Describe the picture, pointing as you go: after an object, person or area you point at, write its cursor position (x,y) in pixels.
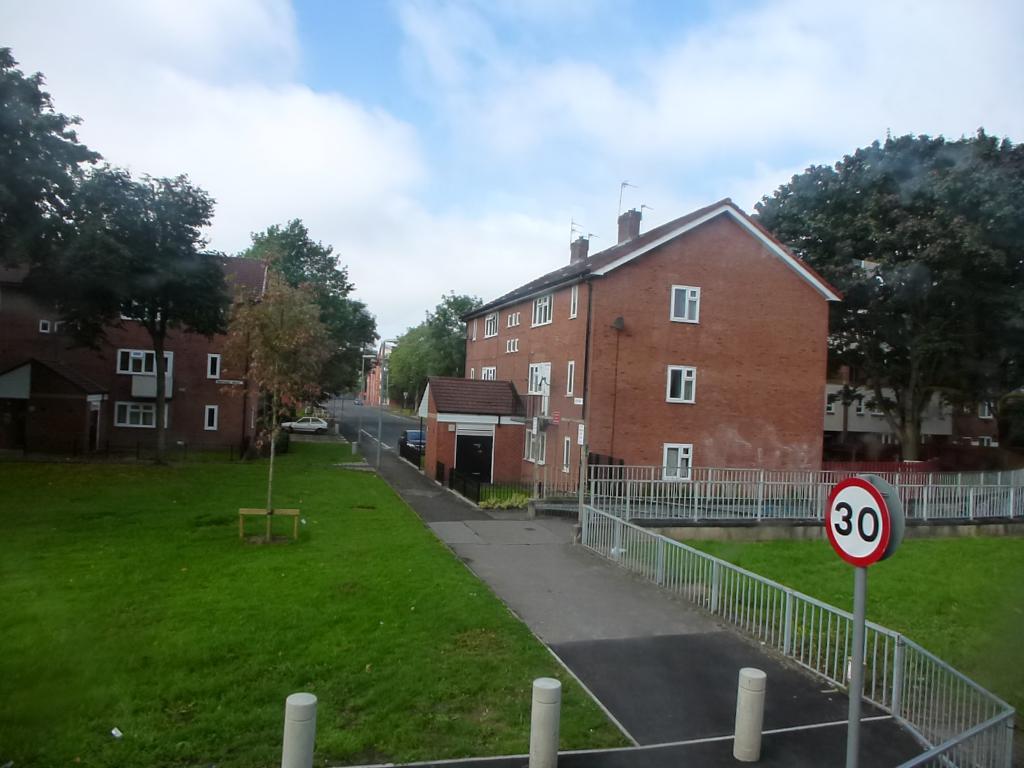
This image is taken outdoors. At the top of the image (447,132) there is a sky (288,81) with clouds (123,7). At the bottom of the image (402,697) there is a road (766,719) and a ground (538,648) with grass (886,611) on it and there is a railing (805,487). On the right side of the image (787,307) there are a few houses (654,278) with walls (658,383), windows (669,395), roofs (502,407) and doors (482,441) and there is a signboard (848,554) and there are a few trees (412,325). In the middle of the image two cars (299,432) are parked on the road (366,427). On the left side of the image (207,267) there is a house (209,369) and a few trees (29,95).
